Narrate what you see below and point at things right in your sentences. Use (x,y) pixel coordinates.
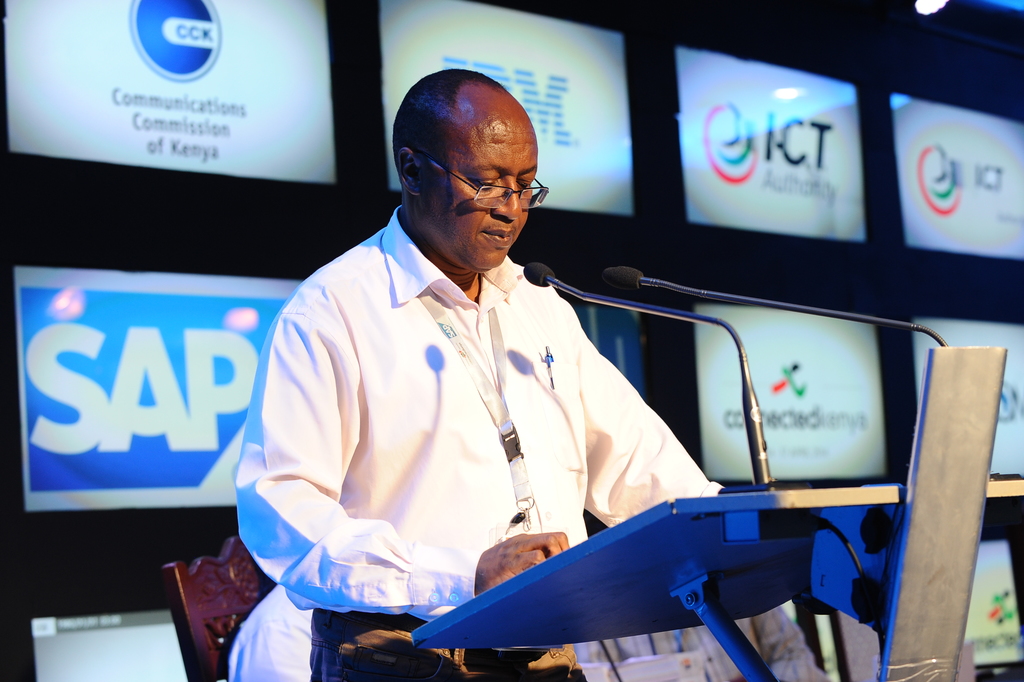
In the image we can see a man (376,433) standing, wearing clothes (401,461), identity card (504,430) and spectacles (482,190). In front him there is a podium (759,543) and microphones (726,298). Behind him we can see the screens (159,388) and other people (287,629) sitting.
